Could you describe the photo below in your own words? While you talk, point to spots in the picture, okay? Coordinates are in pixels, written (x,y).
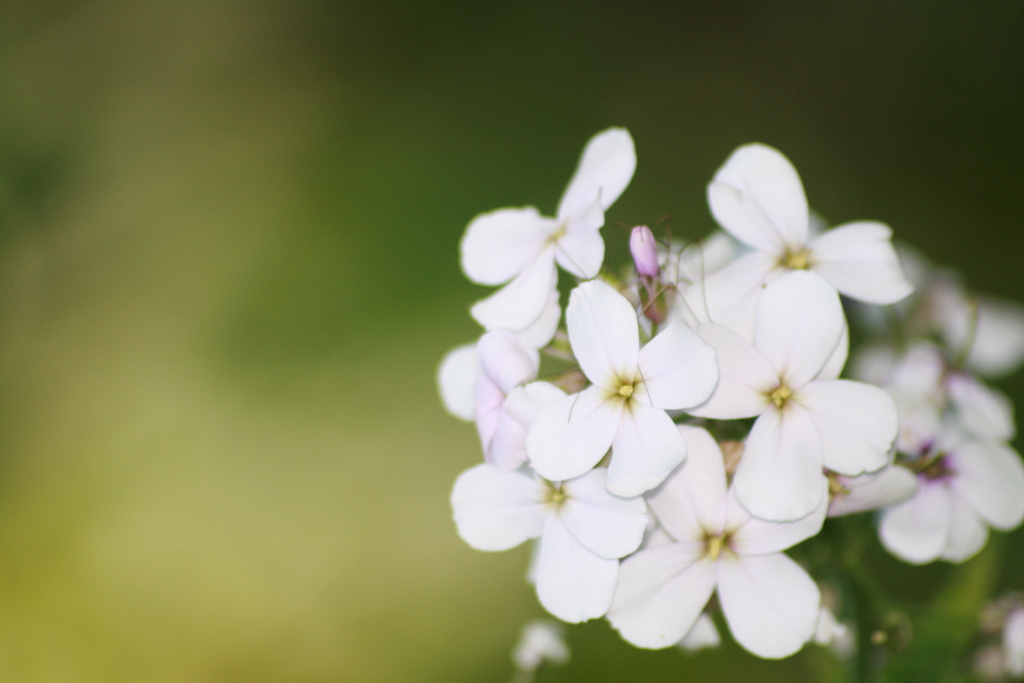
In this picture there are white color flowers (687,426) on the plant (793,420). At the back (316,196) the image is blurry.
